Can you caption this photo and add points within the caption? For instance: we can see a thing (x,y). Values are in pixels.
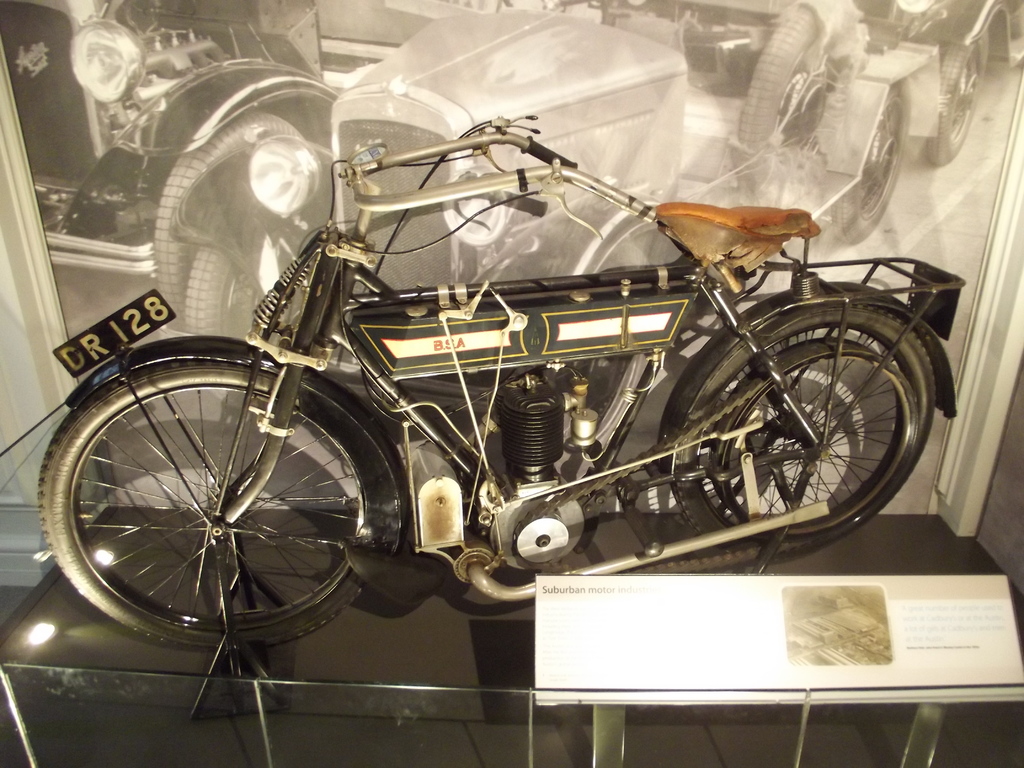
In this image I can see a bike (660,423) on the floor (402,648), board (736,594), glass (313,760) and a photo frame (348,369). This image is taken may be in a hall (436,541).
